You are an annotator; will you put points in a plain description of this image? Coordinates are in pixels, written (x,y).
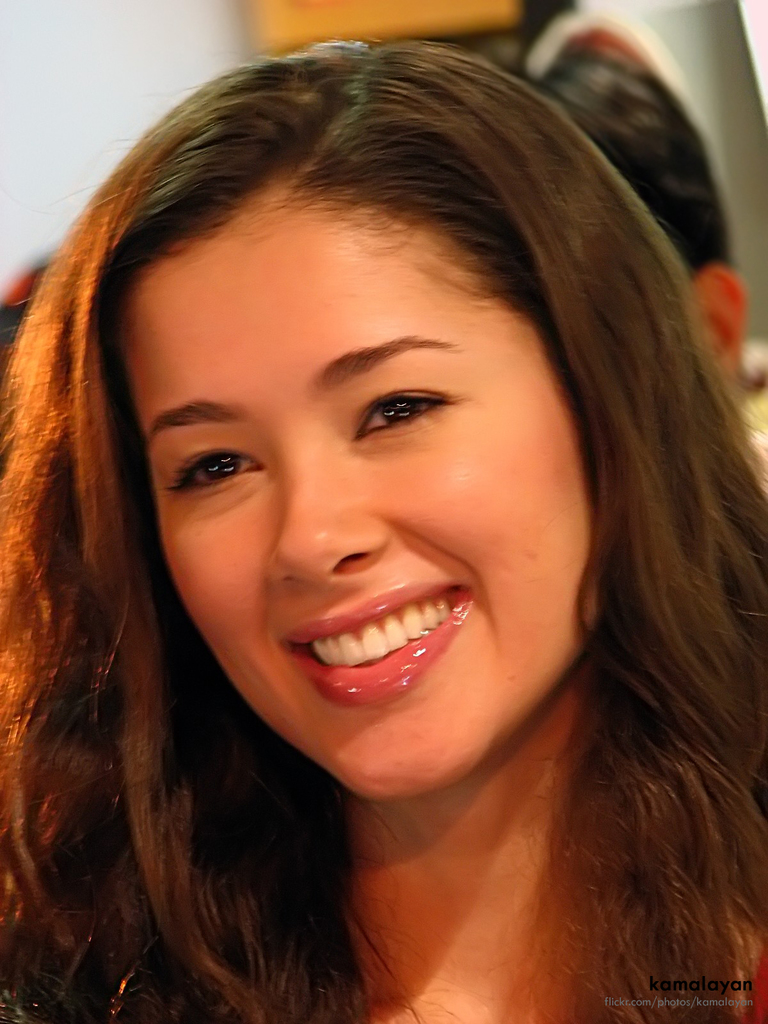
In this image we can see a lady (331,733) smiling.
